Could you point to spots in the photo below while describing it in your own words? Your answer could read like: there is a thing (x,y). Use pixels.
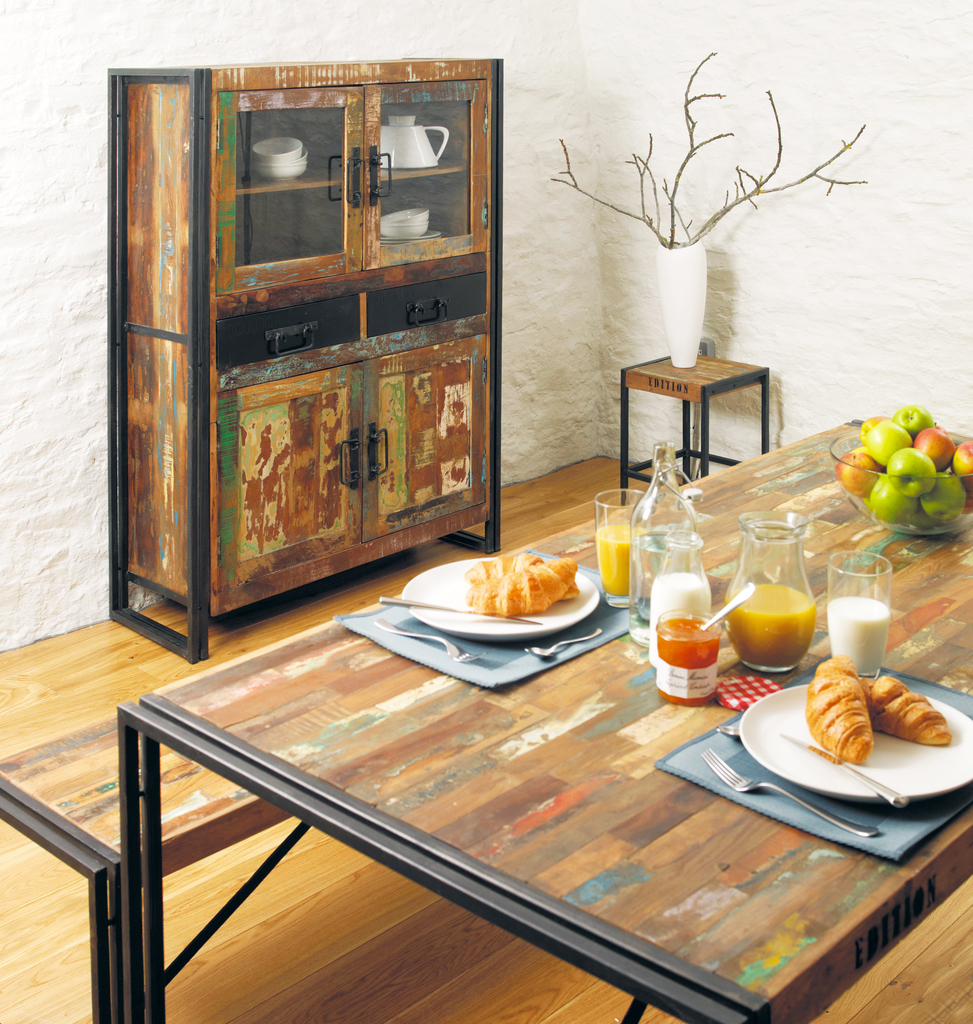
This is a table (663,810). On the table (722,948) there are plates (955,778), glasses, bowl (951,504), bottle (669,464), forks (802,801), spoons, fruits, and food (892,723). This is floor (377,993). There is a cupboard (352,407), table (669,374), vase (675,357), bowls (409,223), and a jar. In the background (543,219) we can see wall (25,80).
